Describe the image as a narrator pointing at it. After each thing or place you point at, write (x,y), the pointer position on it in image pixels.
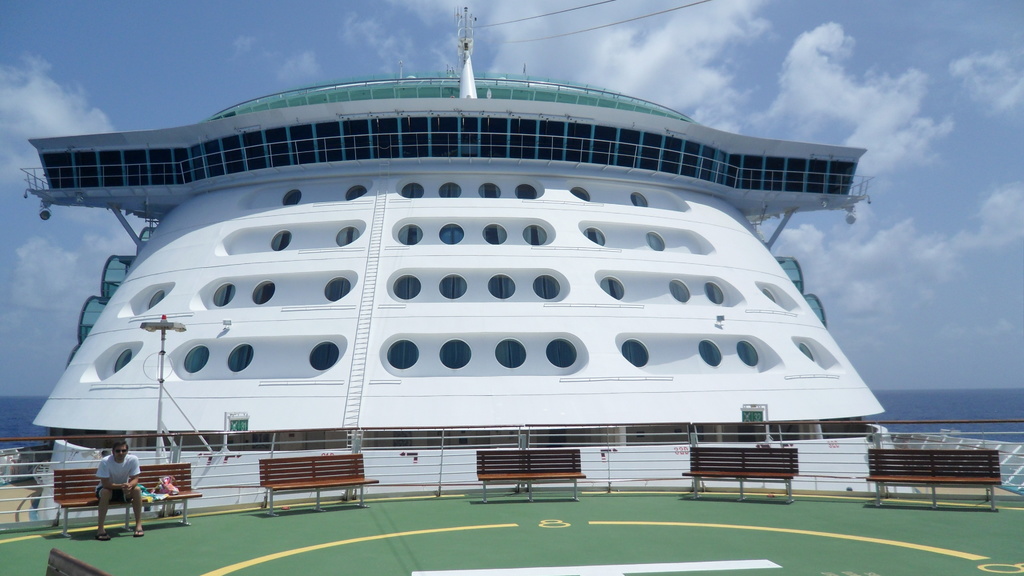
In the image we can see there is a person (121,485) sitting on the bench (148,486) and there are benches (168,500). There is a cruise (516,342) standing on the water (946,405) and there are holes (129,354) on the building (403,342) of the cruise (388,129). There is a cloudy sky (522,52).
